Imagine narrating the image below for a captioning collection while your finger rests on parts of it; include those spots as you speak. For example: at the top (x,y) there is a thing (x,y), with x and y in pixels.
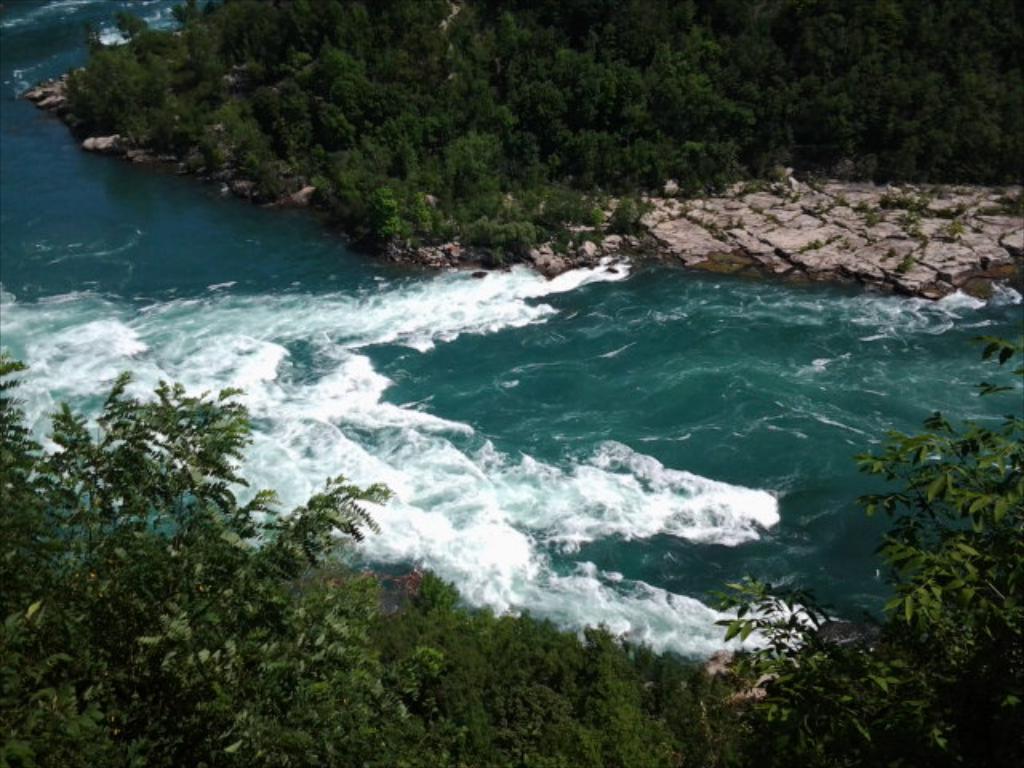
There is a river (488,364). On the sides of the river (691,274) there are trees (380,169) and rocks (722,224).
